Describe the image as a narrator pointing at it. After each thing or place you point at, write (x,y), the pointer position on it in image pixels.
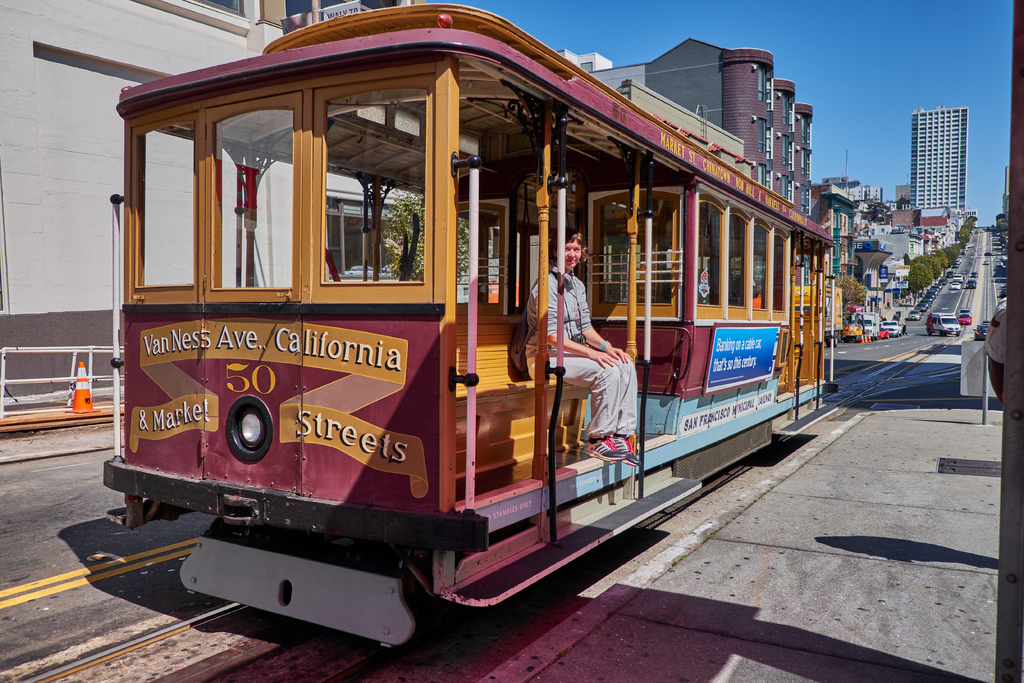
This is an outside view. Here I can see a vehicle (534,381) on the track (159,637). There is a person (576,381) sitting inside the vehicle (683,286). On the right side (941,251) there are many cars (929,313) on the road (913,330) and also there are many trees (932,265) beside the road (903,340). In the background (843,195), I can see the buildings (769,130). At the top of the image (871,34) I can see the sky (937,54). In the bottom right (916,553) I can see the footpath (954,567).
